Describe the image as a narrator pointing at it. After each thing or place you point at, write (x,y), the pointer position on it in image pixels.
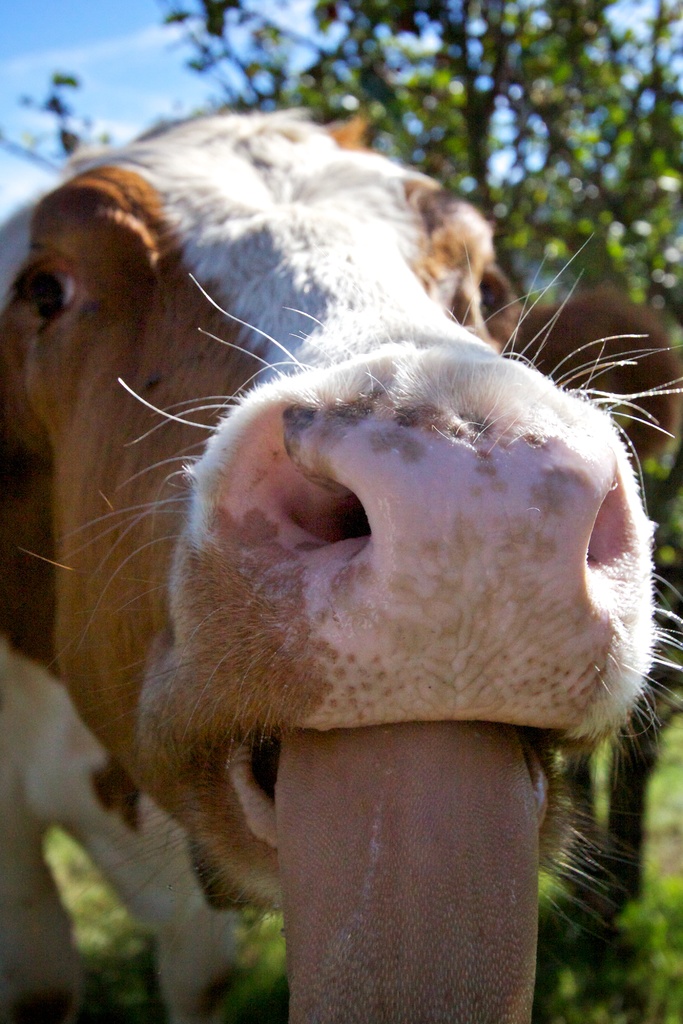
In this picture there is a close view of the brown and white color cow (170,780), looking into the camera. Behind we can see the tree (549,190).
